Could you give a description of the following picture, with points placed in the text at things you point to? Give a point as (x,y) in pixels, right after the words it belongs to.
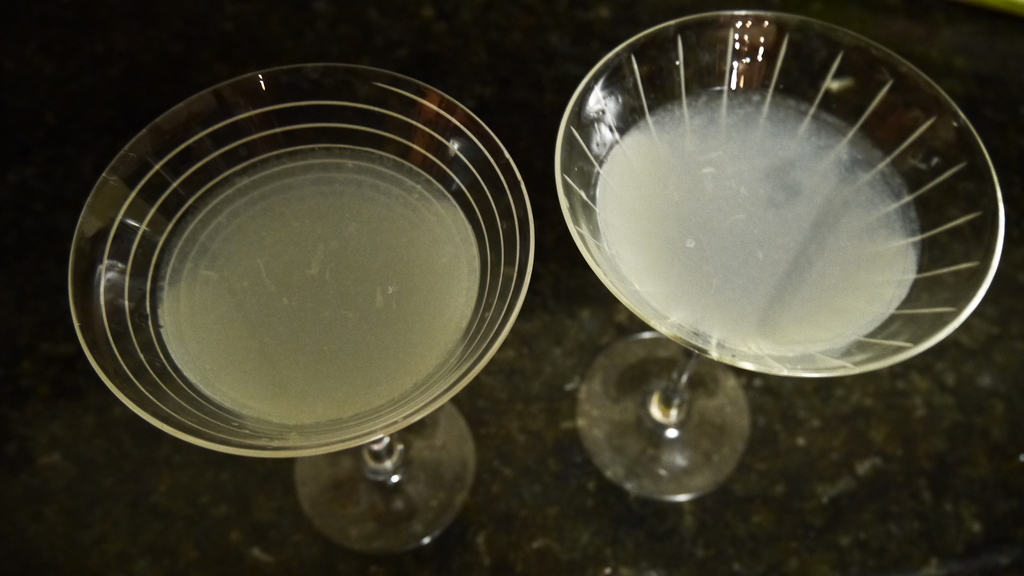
In this image I can see some liquid (638,236) in the glasses (387,450).
